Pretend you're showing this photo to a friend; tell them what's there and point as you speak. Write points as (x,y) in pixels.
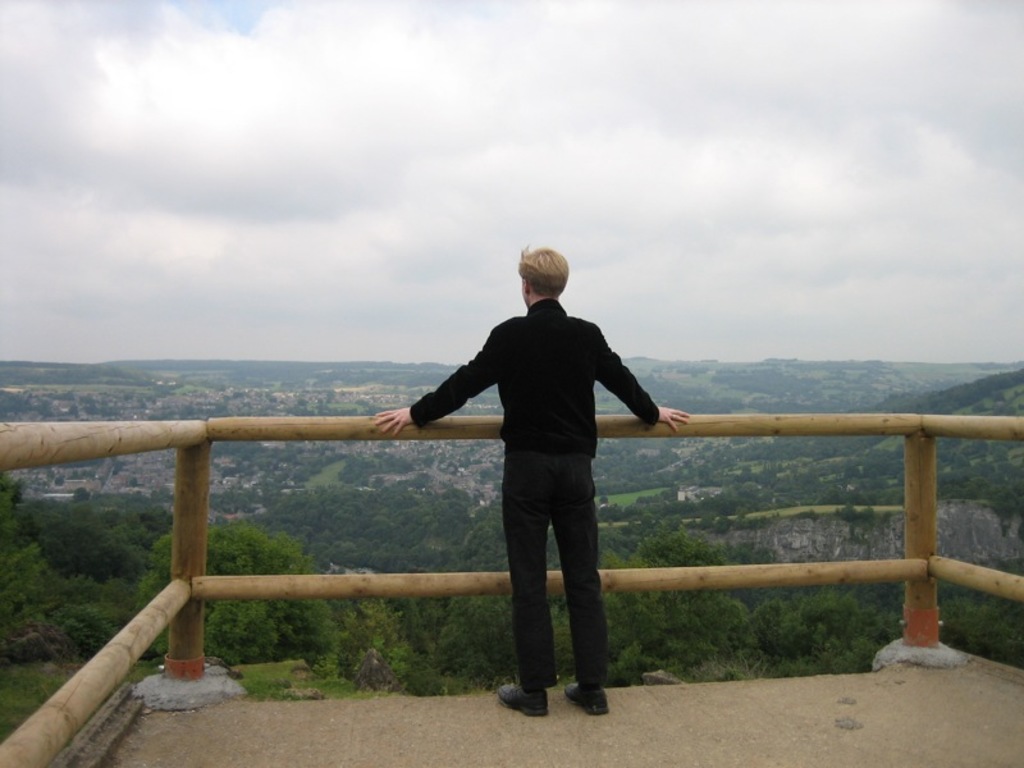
This image is taken outdoors. At the top of the image (148,123) there is a sky (627,103) with clouds (816,171). At the bottom of the image (470,719) there is a floor (896,685). In the middle of the image (557,507) a man (540,440) is standing on the floor (563,707) and there is a railing (62,704). In the background (169,541) there are many trees (390,560) and plants (775,398).
